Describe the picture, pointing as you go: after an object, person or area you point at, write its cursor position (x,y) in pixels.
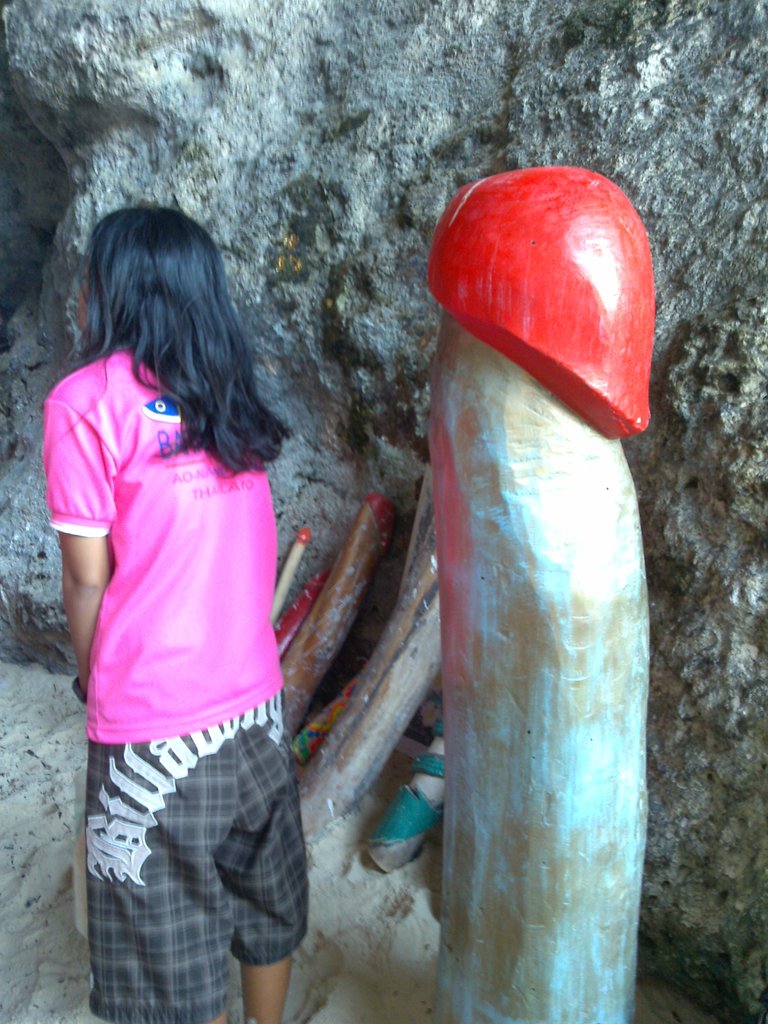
In this image in the front (270,624) there is a woman (253,657) standing. On the right side (607,804) there is a wooden log (604,775). In the background (422,162) there is a wall (360,117).
